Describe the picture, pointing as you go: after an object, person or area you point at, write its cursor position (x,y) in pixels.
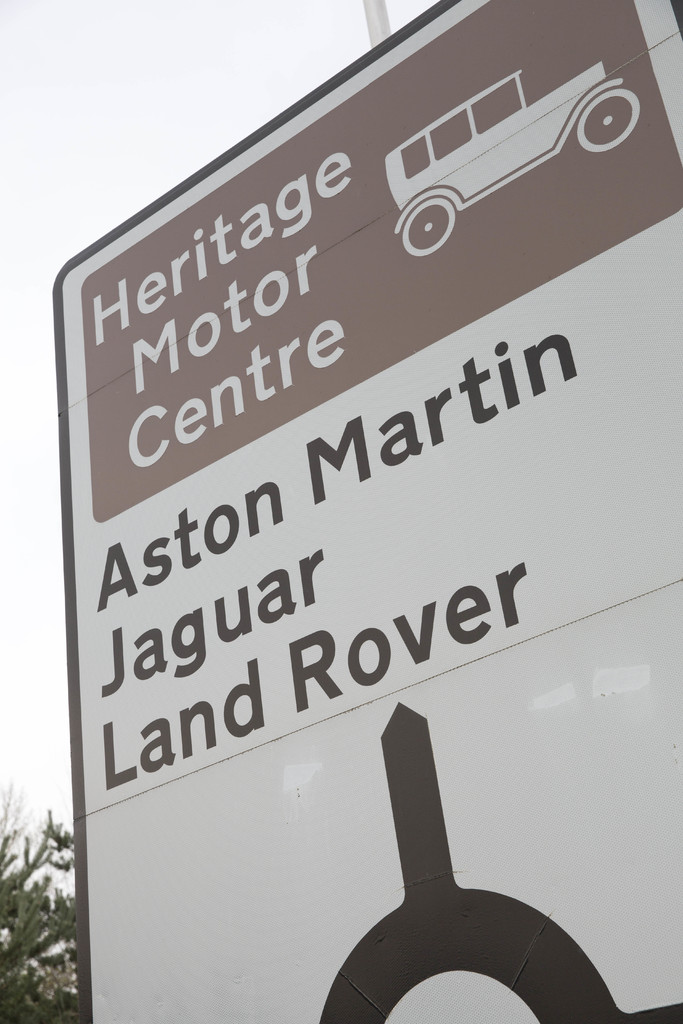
In the image we can see there is a banner (443,479) on which there is a matter (205,328) written and there is a drawing (500,159) of car (497,151) on it. It's written "Heritage Motor Center".
